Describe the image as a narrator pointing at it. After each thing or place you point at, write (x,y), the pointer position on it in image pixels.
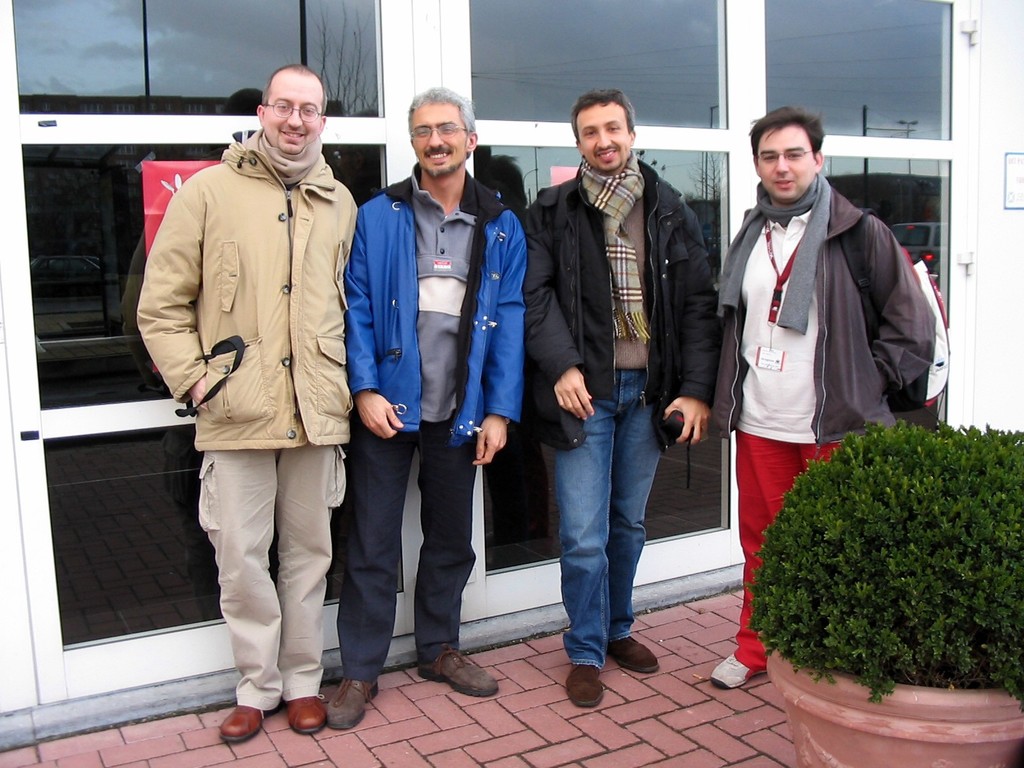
There are four men (680,299) standing and smiling. This looks like a flower pot (863,723) with a small plant (929,667) in it. These are the glass doors (228,86) with wooden frames (457,50). I can see the reflection (122,269) of a building (88,227), cars (66,268) and poles (865,113) in it.
